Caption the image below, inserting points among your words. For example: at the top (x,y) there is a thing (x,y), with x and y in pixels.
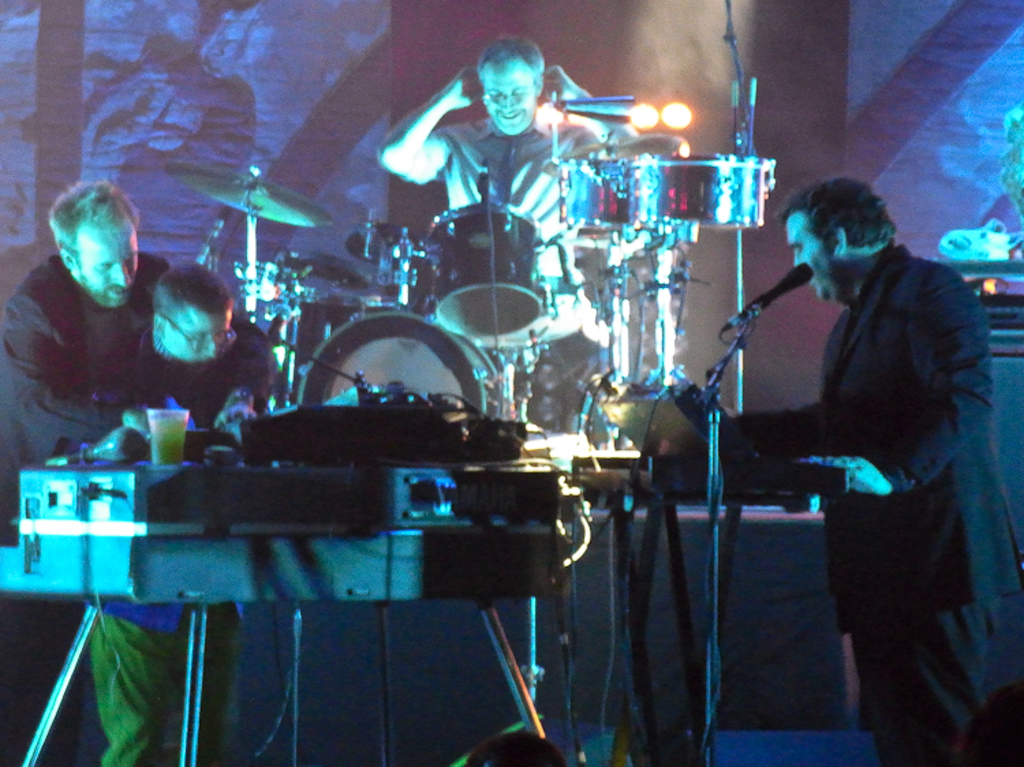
In this image I can see four persons (205,323) are standing. In the front of them I can see a drum set (671,294), few mics (803,267) and few black colour things (394,422). On the left side of this image (150,416) I can see a glass (152,443) and on the right side of this image (955,261) I can see a white colour thing (949,241).
